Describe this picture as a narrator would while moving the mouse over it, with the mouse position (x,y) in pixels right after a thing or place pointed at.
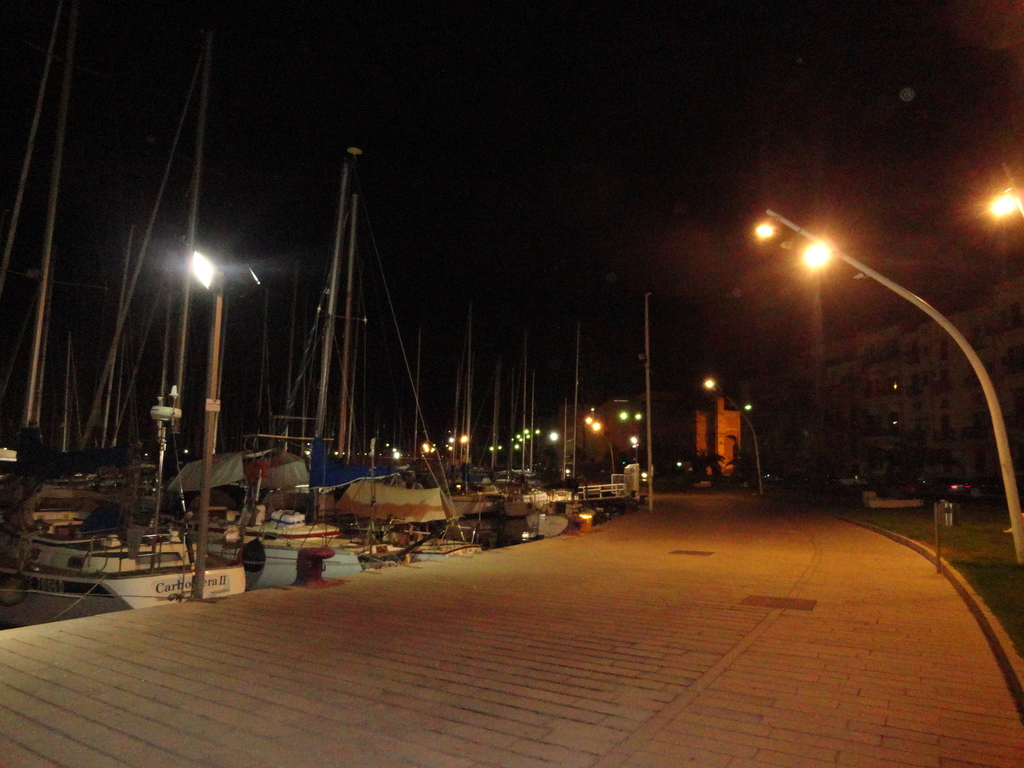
In this image there is a road (415,584) at the bottom (311,622). There are ships (383,557) with poles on the left corner (156,550). There are buildings (740,462), metal poles (807,239) with lights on the right corner (915,426). And the sky (773,322) is dark at the top (811,72).
